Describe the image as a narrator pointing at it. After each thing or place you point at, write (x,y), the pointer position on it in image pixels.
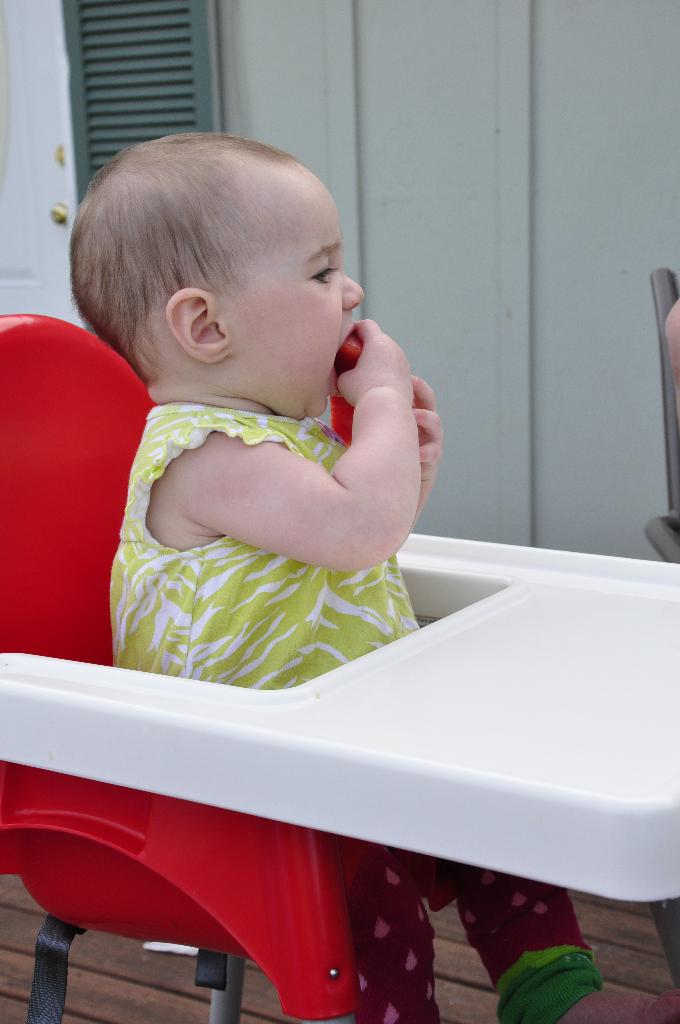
A baby (192,552) wearing a white and green dress (242,601) is sitting on a chair (164,866) with a table (419,710). He is eating something. In the background (356,121) there is a wall (539,421).
